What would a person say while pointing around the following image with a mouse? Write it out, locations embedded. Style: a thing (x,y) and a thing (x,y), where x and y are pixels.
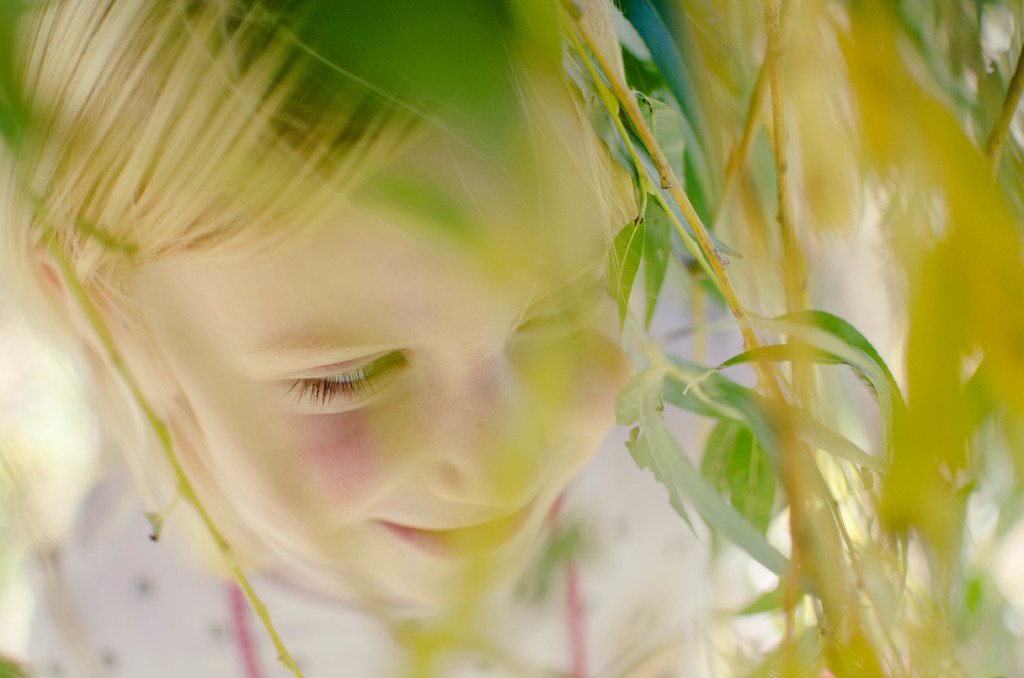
There are plants (970,346) and there is a girl (476,666).
